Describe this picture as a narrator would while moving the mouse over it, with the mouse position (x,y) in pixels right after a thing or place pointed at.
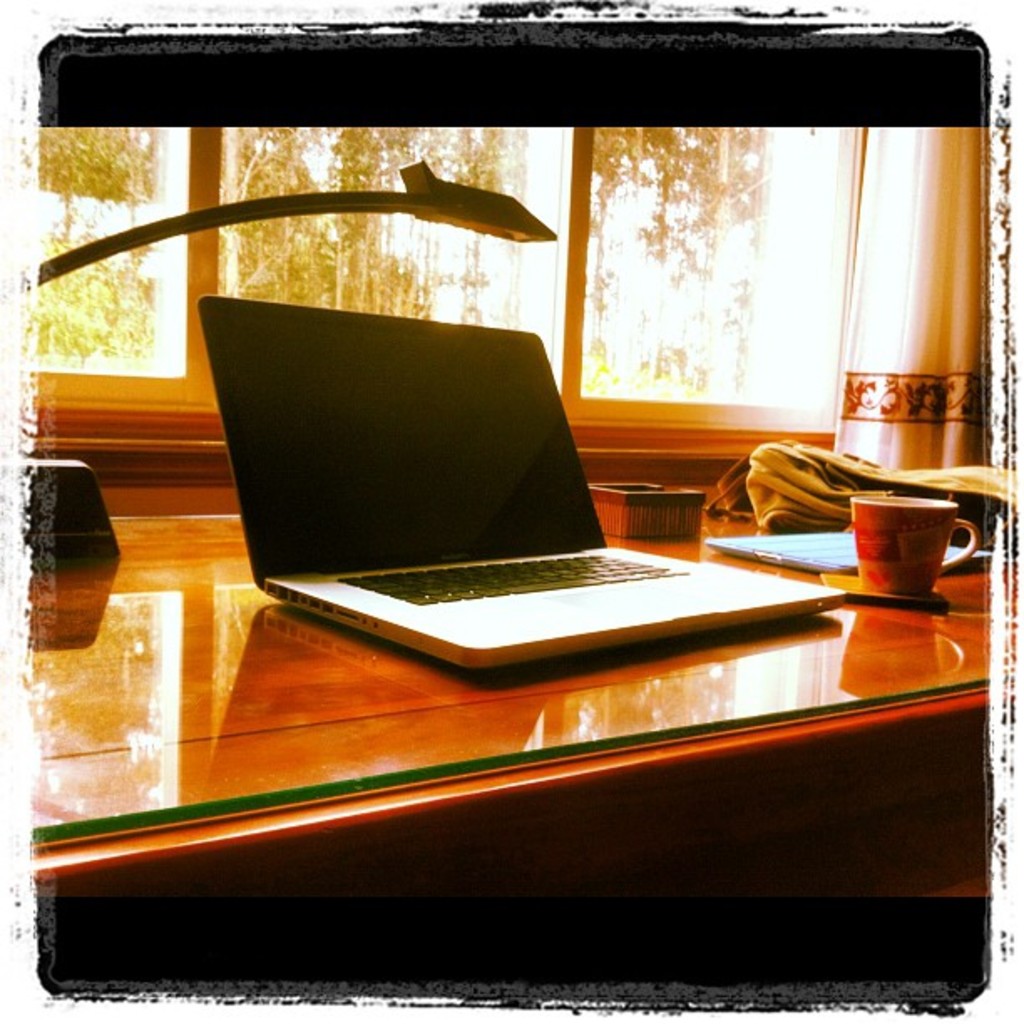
There is a laptop (557,583) placed on a table (55,705) and beside that there is a cup of coffee (898,552) and here we can see a light (246,216) and behind the laptop (484,614) there is a window (485,145) and the greenery (62,173) is quite visible.
